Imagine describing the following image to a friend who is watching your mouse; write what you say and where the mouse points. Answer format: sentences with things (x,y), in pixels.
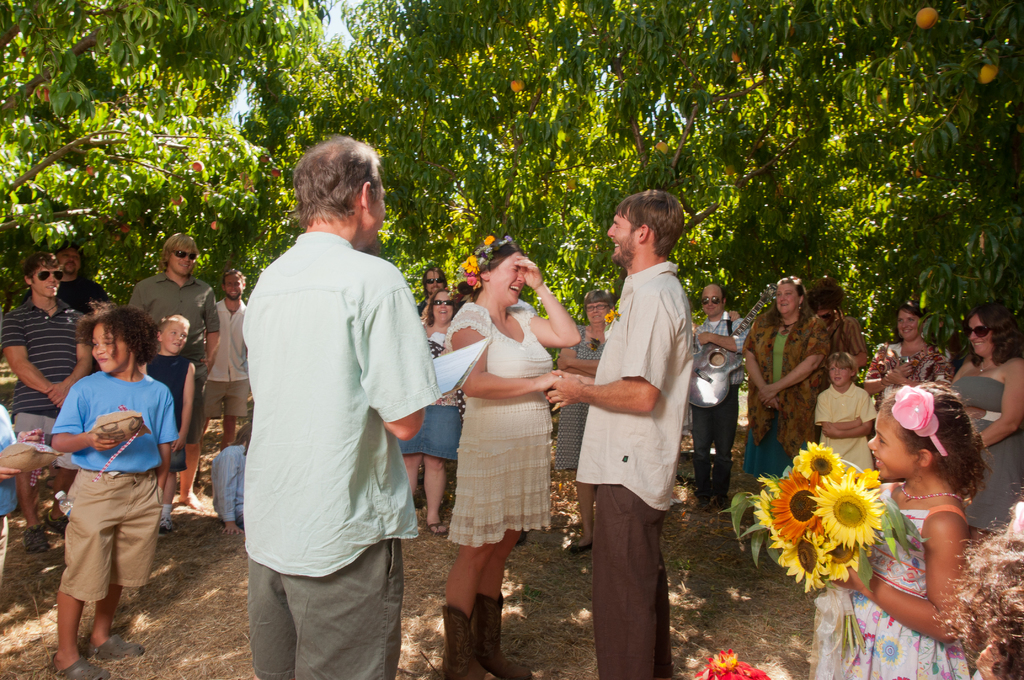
In this picture there is a man (363,341) who is wearing shirt (322,354) and trouser (377,618). He is holding a file (451,385). In front him there is a woman (499,347) who is wearing white dress (484,420) and shoe (452,643). She is smiling. Here we can see another man (672,310) who is wearing shirt (642,449) and holding a woman's hand (581,377). On the bottom right (892,457) there is a girl (920,559) who is holding some flowers (821,507). In the background (948,355) we can see the group of persons (837,383) who are watching to this couple (643,285). On the left (126,375) there is a boy (127,394) who is wearing blue t-shirt (164,416), short (79,558) and shoe (116,639). He is also holding some gift (146,425). On the top (429,34) we can see peach trees (946,116). Here we can see peaches (518,91) in yellow color. Here it's a sky (328,28).
